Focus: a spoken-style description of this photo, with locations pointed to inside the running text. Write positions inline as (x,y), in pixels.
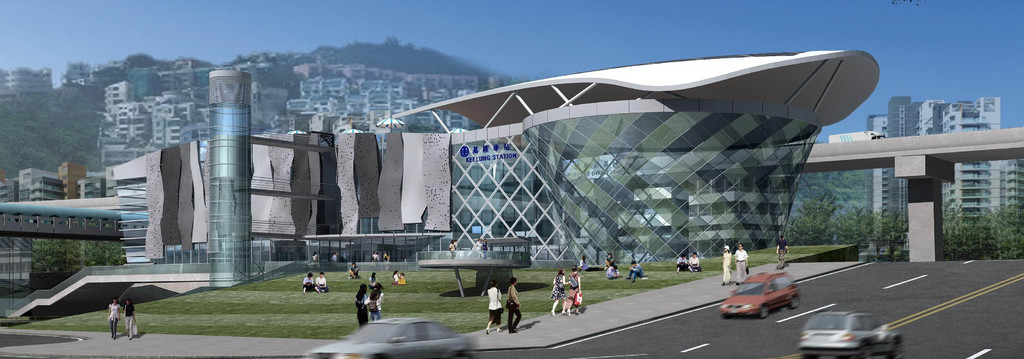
It looks like an edited image there is a road (806,312) at the bottom (981,316). There are vehicles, people (365,304), grass (398,300) and buildings (445,112) in the foreground (437,267). There is a bridge (878,151), there are trees (976,258) and buildings (1004,188) on the right corner (972,121). There are buildings (347,103) and trees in the background (410,56). And there is sky (614,57) at the top (691,37).
